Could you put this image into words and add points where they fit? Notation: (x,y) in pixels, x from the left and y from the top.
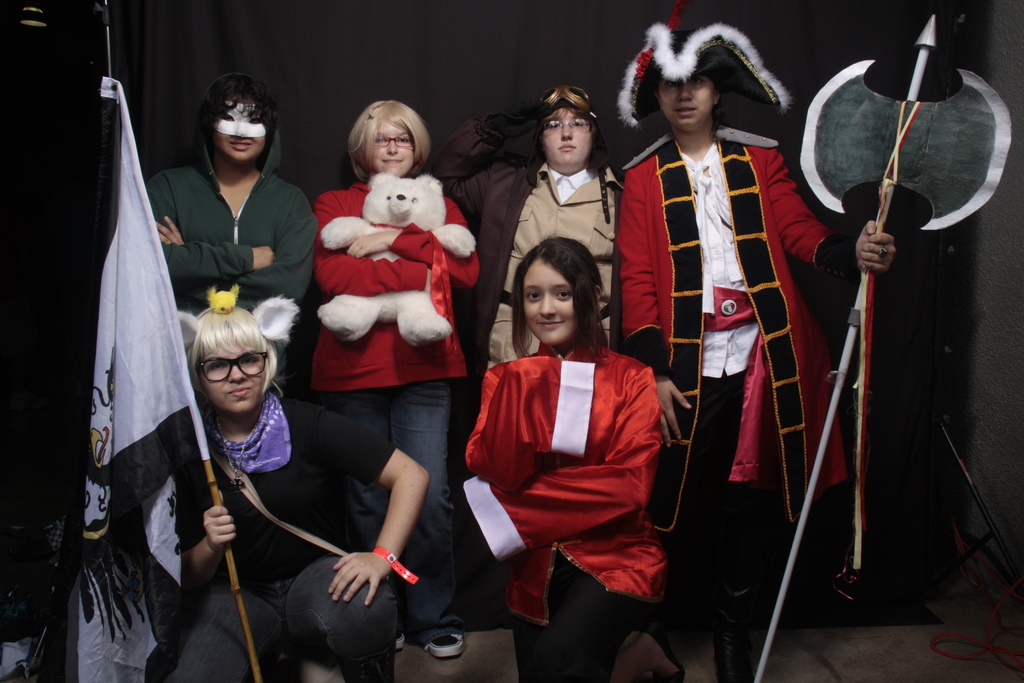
In this image there are four persons (262,209) standing, one of them is holding a doll (431,221) in her hand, in front of the four persons (282,273) there are two person's (494,430) kneeled down, and one of the person (223,464) is holding a flag (200,437) in her hand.
